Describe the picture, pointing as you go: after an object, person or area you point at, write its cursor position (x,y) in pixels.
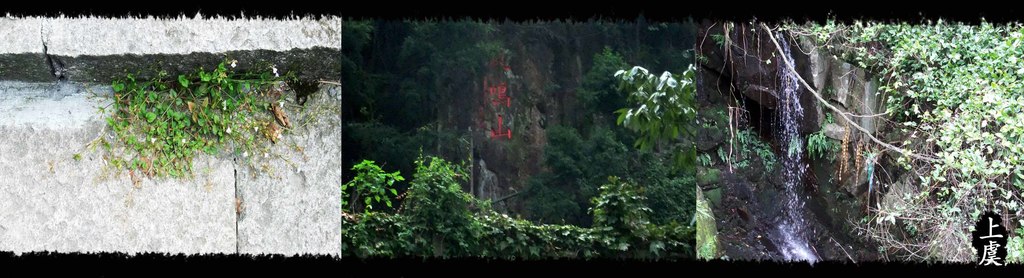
In the image we can see collage photos. In the collage photos we can see the waterfall (790,155), trees (456,194), wall (152,217) and the plants (459,179).
